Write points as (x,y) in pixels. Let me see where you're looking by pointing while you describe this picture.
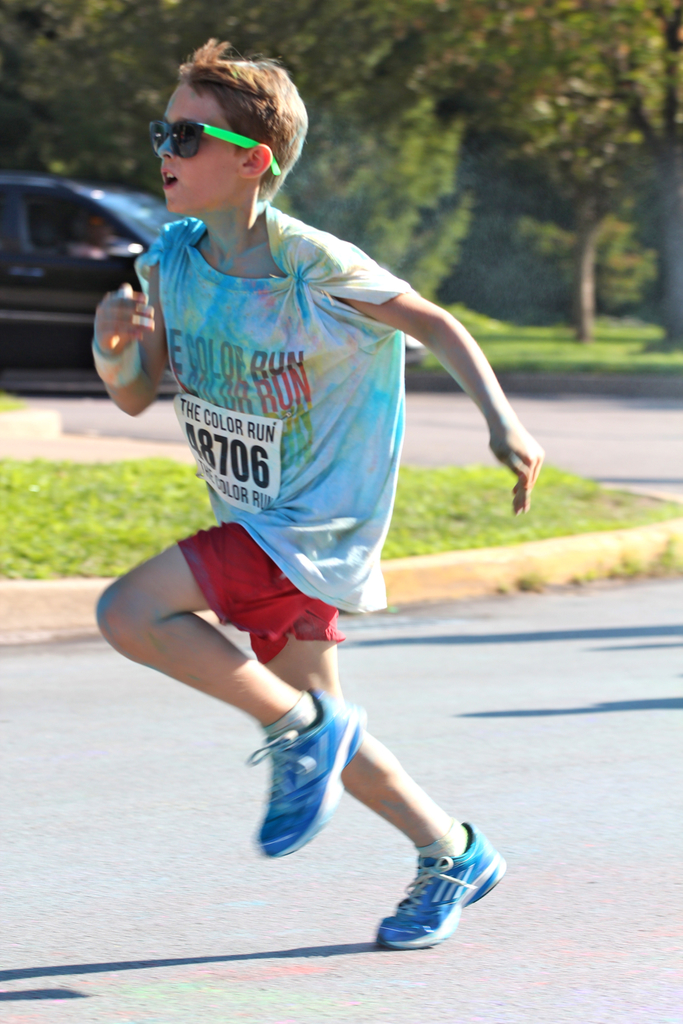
In this image, I can see a boy (416,898) running on the road (528,899). In the background (533,517), there are trees (399,236), a vehicle (110,261) and the grass (451,507).
